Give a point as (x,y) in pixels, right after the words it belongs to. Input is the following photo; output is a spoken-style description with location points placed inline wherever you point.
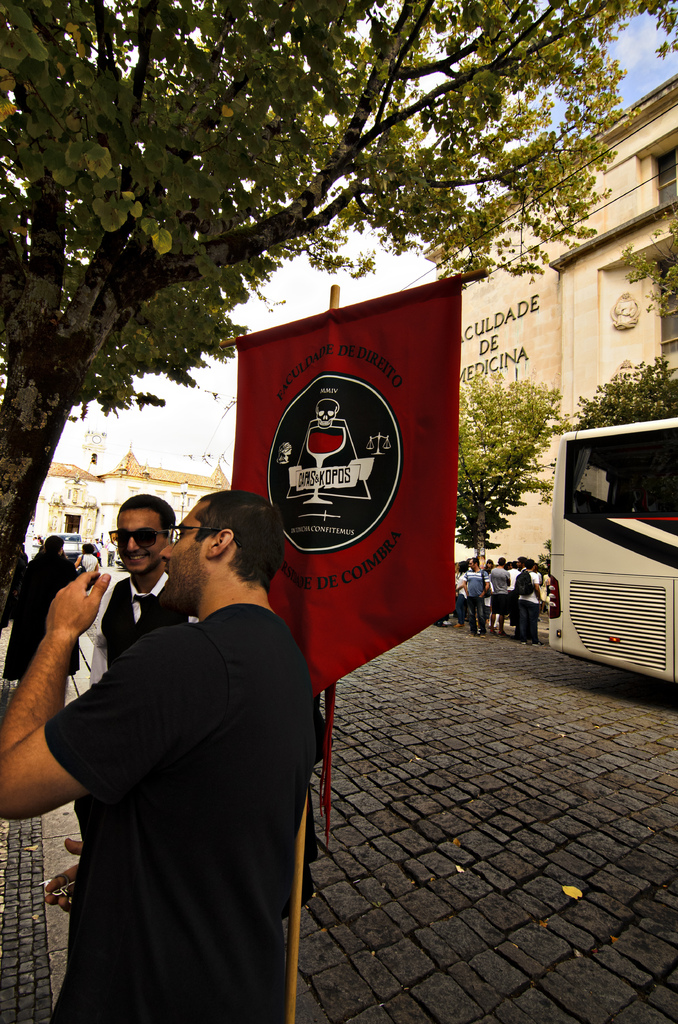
In this image we can see a few people (141,802), there are some buildings (671,362) and trees (299,248), also we can see a flag (301,432) and a vehicle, in the background (304,266), we can see the sky (306,285).
